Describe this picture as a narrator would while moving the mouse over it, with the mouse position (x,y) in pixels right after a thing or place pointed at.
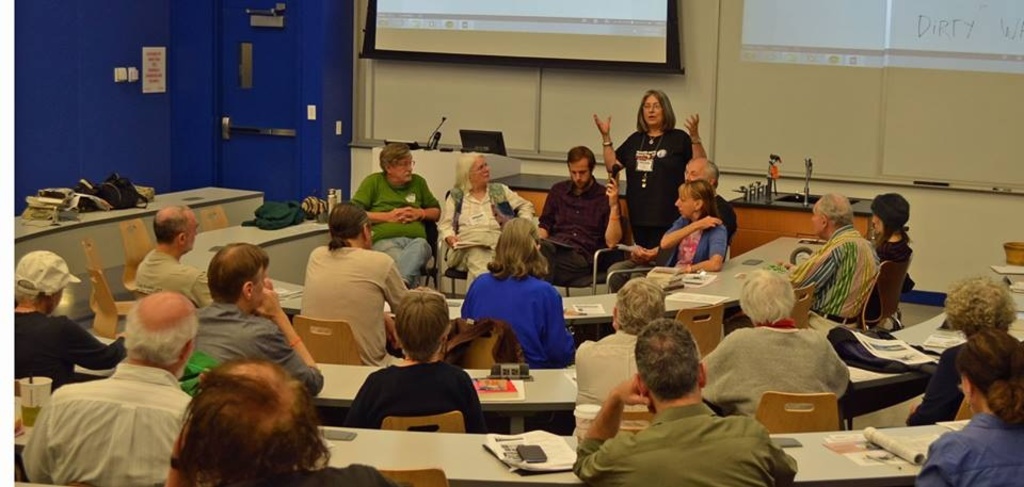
in this picture we can see the persons (468,296) sitting on the chair (469,341) listening to the person (661,166) who is standing in front of them and talking, here in front of them there are tables (542,405) on the tables (454,464) there was papers (514,386), here we can also see an lcd screen (535,38) on the wall (545,96).
